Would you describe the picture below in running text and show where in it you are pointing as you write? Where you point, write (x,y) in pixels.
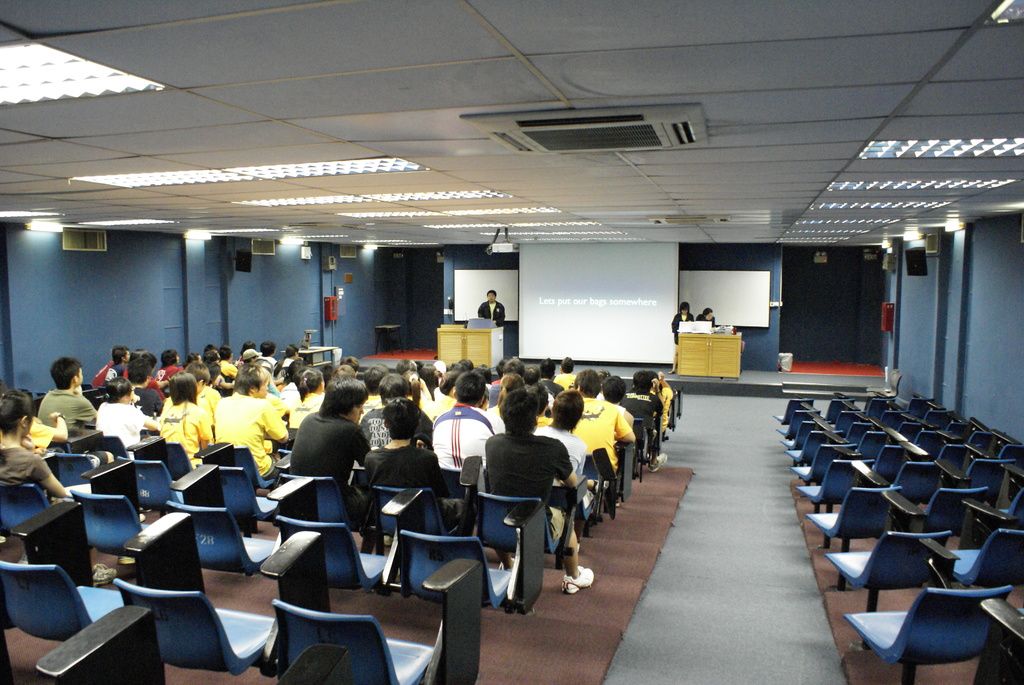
The image is taken in the hall (260,292). In the center of the image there is a man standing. There is a podium (473,334) before him. In the center (566,355) there is a screen (614,314). On the right (867,556) there are chairs (850,522). On the left (316,440) there are many people (324,451) sitting. At the top (327,201) there are lights (330,202).
